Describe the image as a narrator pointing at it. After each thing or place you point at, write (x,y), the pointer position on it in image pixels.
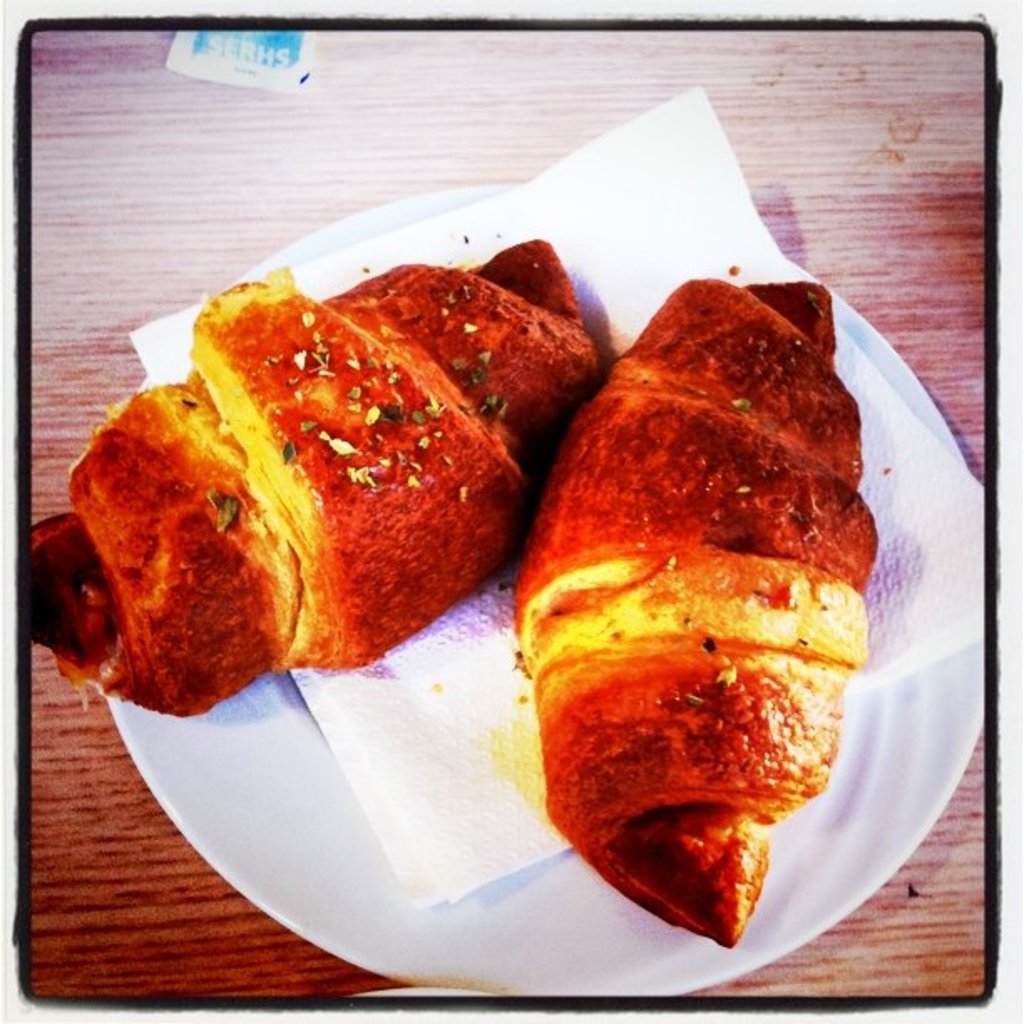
In the image I can see a plate (264,730) in which there is some food item (109,497) on the tissue paper (425,892).
